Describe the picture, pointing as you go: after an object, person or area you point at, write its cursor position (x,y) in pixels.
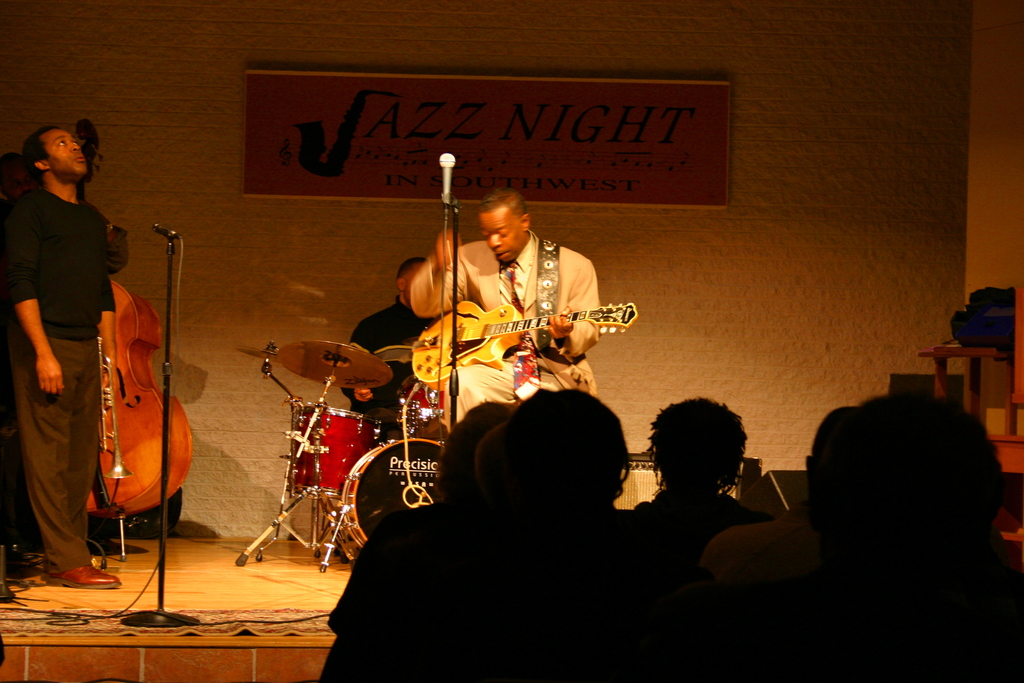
In the picture there are some persons (466,249) on the stage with different musical instruments (301,401) there are micro phones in front of them on the wall (763,241) there is a board (598,143) with the text (612,176) in front of the person (583,293) there are many people (584,493) sitting.
